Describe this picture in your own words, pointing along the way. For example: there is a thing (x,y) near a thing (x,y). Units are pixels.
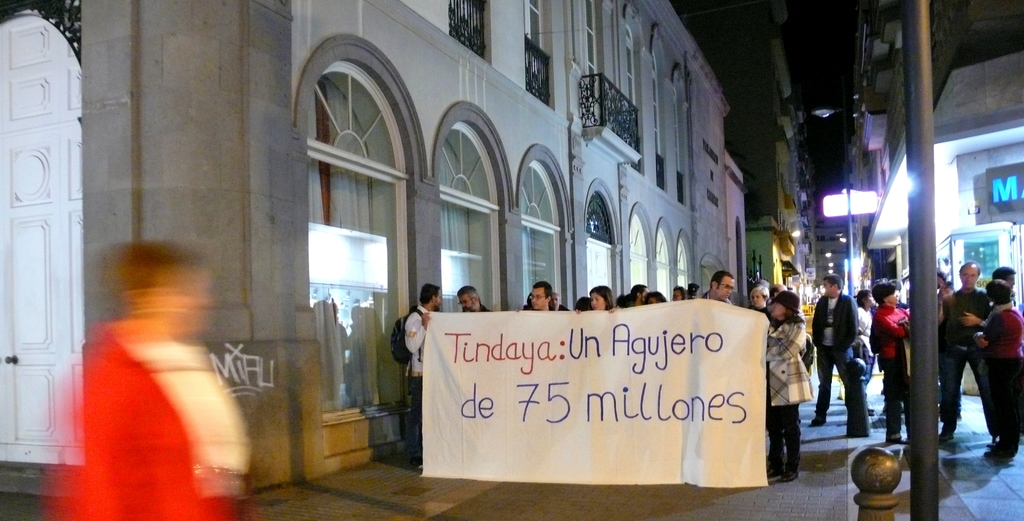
In this picture I can see group of people (556,295) standing and holding a cloth (624,361), and there are some words (526,357) and numbers (540,409) on the cloth (686,378), and in the background (1003,395) there are group of people (850,319), poles (849,266), lights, buildings (890,160).
